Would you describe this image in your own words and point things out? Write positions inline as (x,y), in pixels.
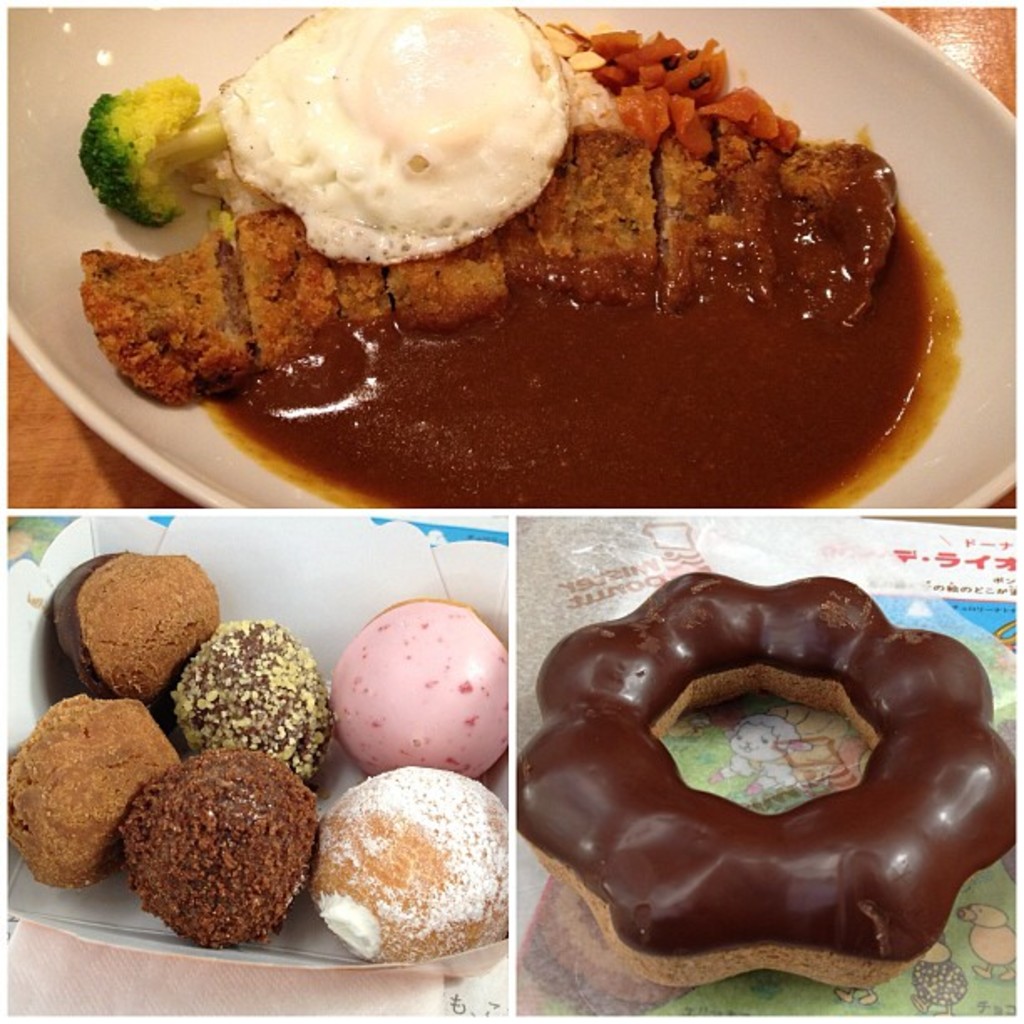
This is a collage. On the first image there is plate (96,410) with some food items (704,225). To the down on the left side (291,655) there is a plate (223,565) with some round shaped food items (276,757). On the right side (855,980) there is a doughnut (665,872).
